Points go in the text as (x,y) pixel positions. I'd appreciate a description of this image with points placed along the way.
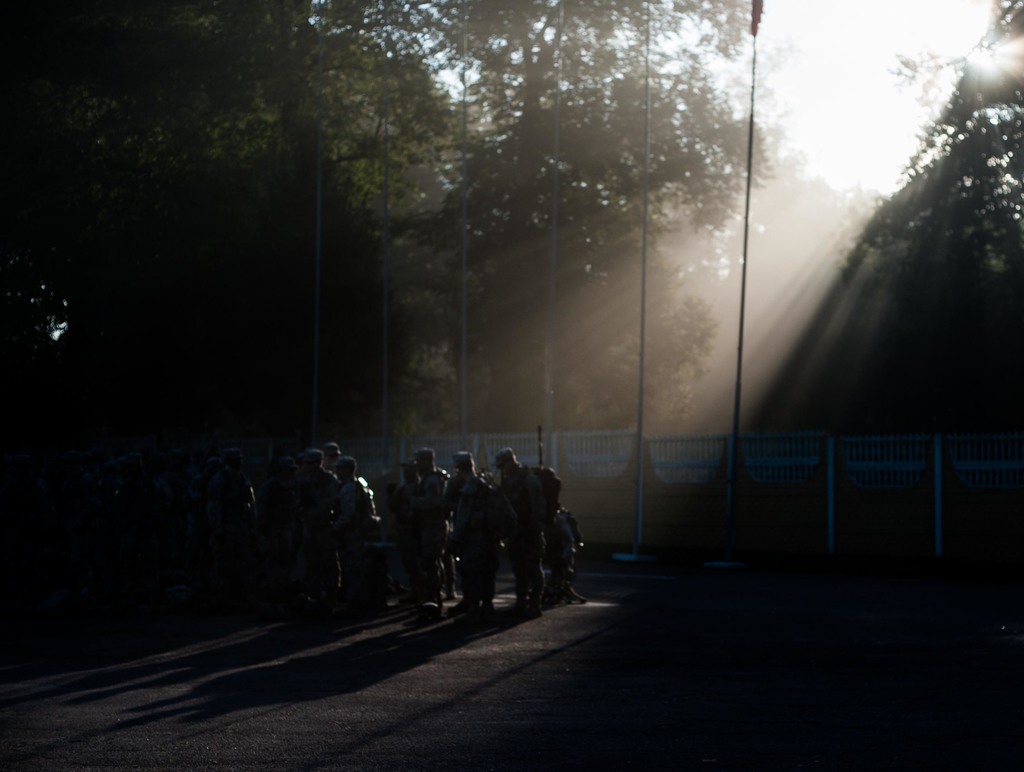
In this picture I can see few people (314,556) standing and I can see metal fence (666,534) and few trees (487,213).
